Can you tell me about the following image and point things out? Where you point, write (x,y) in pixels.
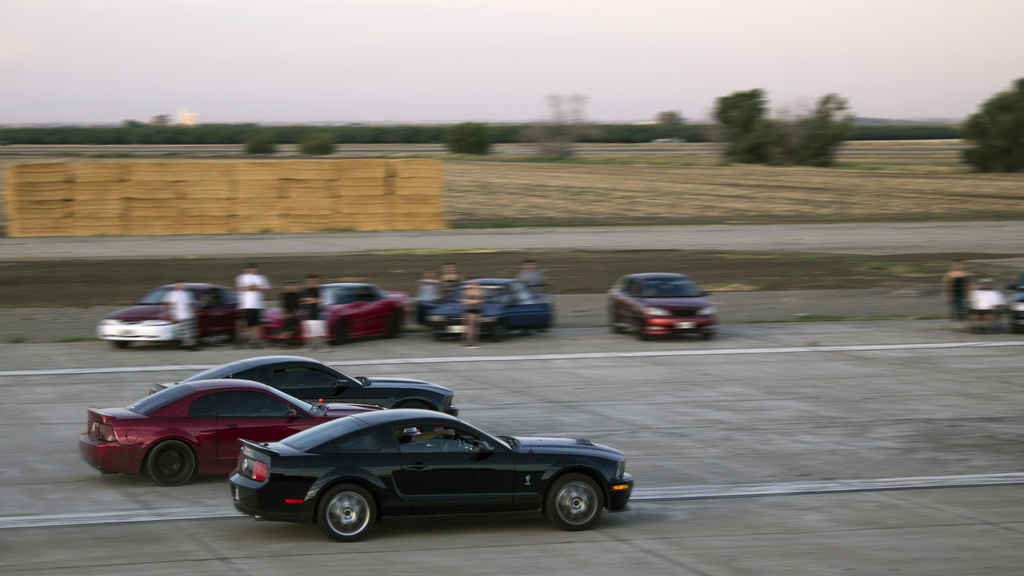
In this picture we can see cars (353,302) and some people (185,318) standing on the road (591,418), trees (263,140) and in the background (147,107) we can see the sky (327,78).
